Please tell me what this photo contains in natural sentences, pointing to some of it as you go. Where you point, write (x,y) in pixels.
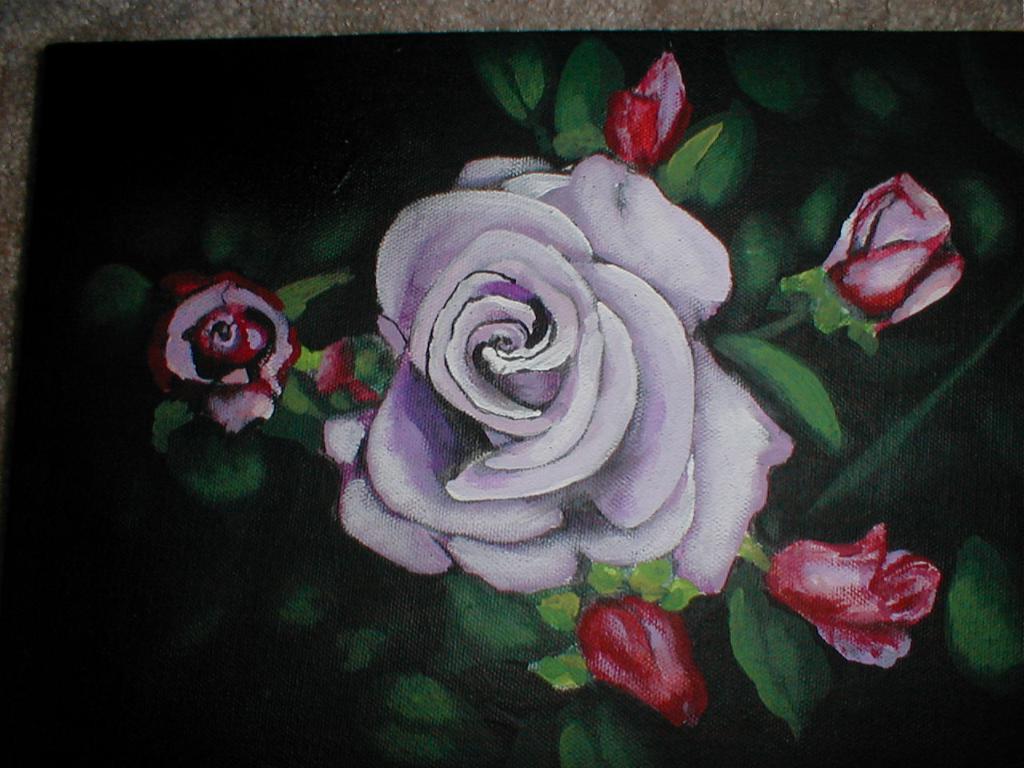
In this picture there is a painting (562,425) of few rose flowers (553,368).
